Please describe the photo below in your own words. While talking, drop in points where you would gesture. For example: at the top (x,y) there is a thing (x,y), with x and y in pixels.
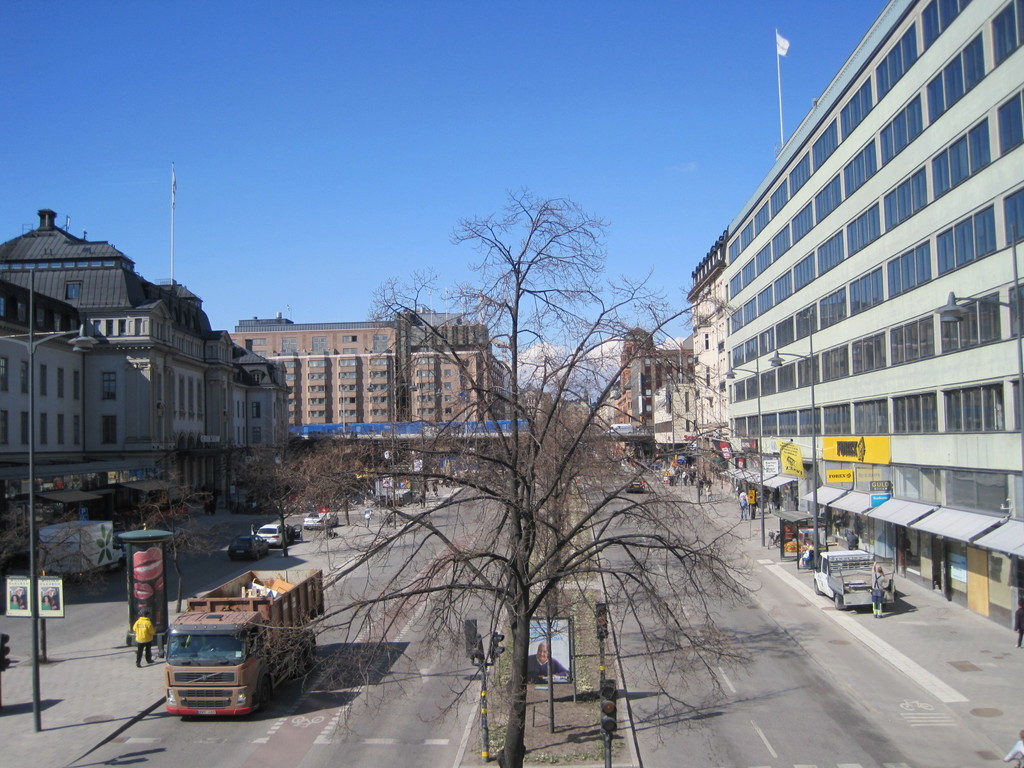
Here in this picture we can see buildings (274,368) present all over there and in the middle (665,497) we can see road (447,569), on which we can see vehicles (255,613) present and we can also see people (140,644) standing and walking over there and we can also see flag post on either side of the building (647,373) over there and we can see trees (567,452) and plants (573,501) also present and we can see traffic signal lights (499,642), hoarding (563,624), sign boards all present over there.
